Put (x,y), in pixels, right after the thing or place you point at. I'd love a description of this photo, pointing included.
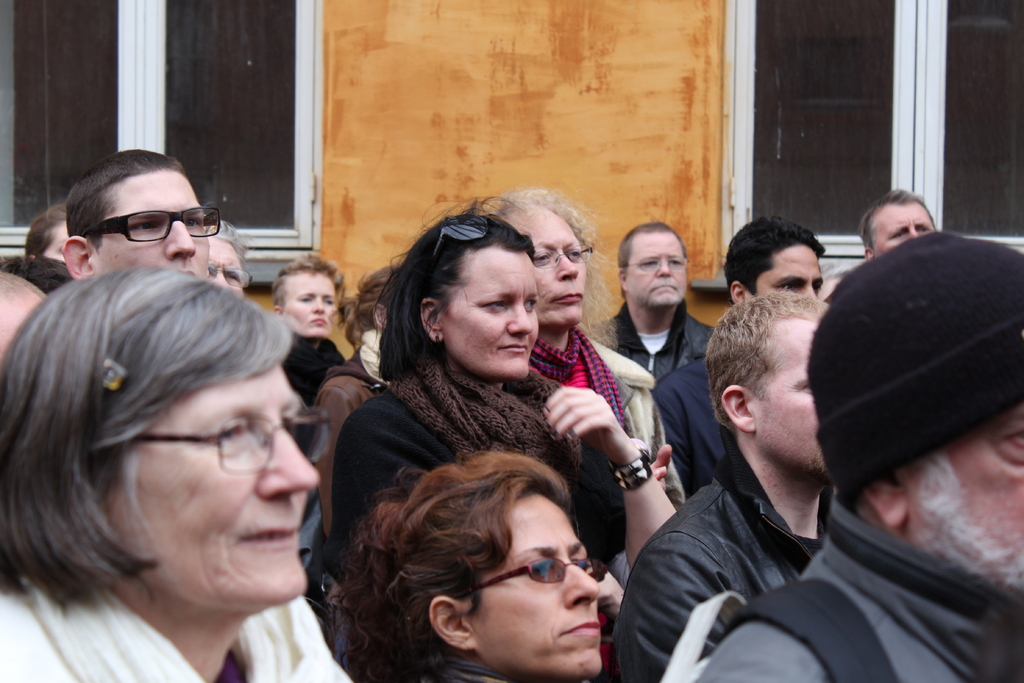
In this image we can see women (404,517) and men (694,608) are standing and seeing, background (770,106) orange wall (542,60) and glass windows (182,86) are present.
